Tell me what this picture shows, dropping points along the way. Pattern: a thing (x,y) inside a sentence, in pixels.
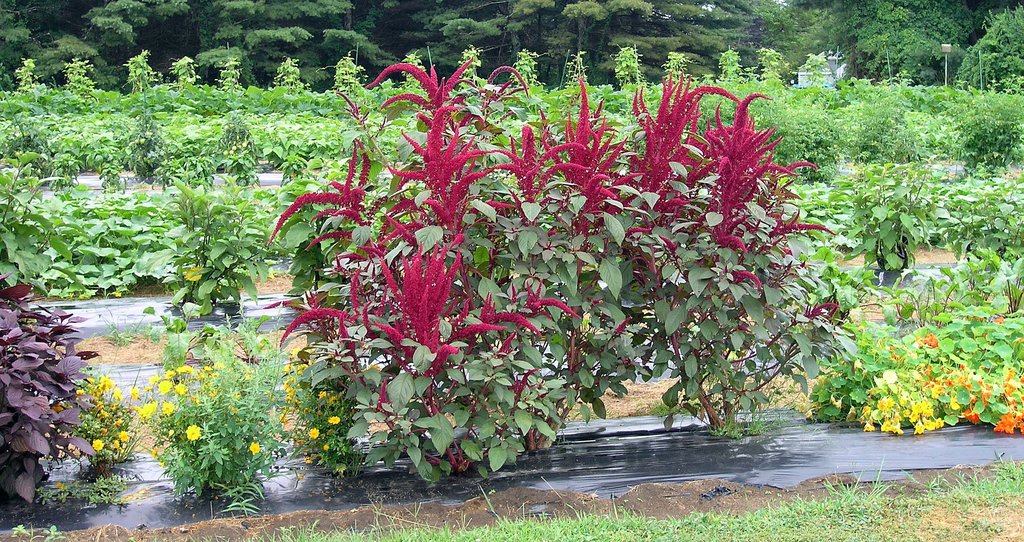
In this picture I see few plants (517,391) on the ground (439,541) and few trees (941,33).
